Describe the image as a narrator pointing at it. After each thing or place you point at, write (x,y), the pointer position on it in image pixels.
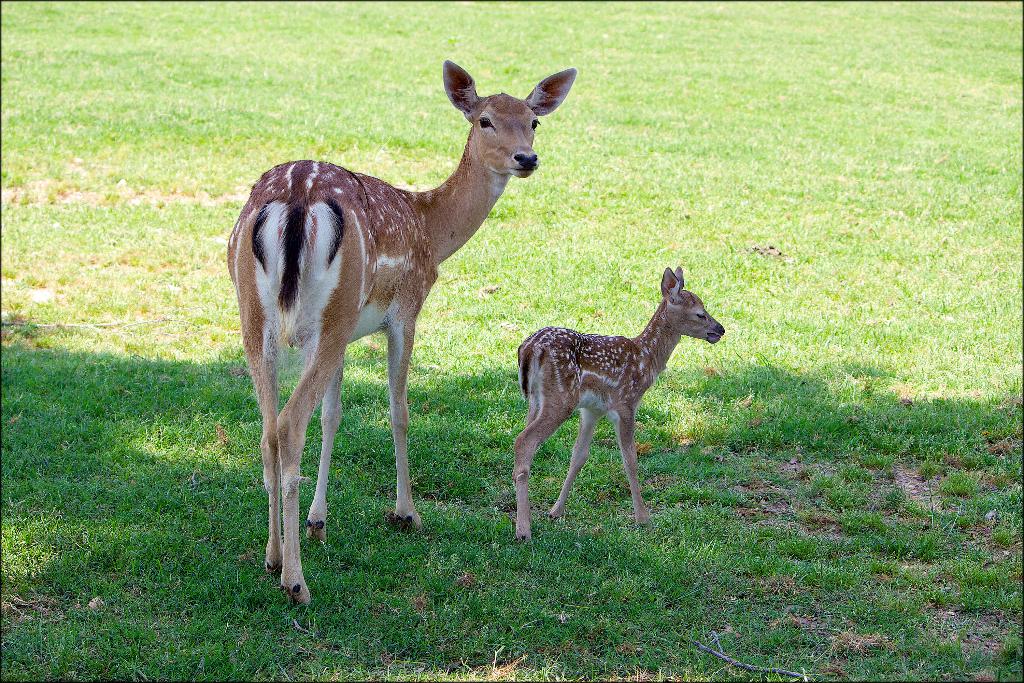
In this picture we can see two deer (404,312) on the ground (541,323) and in the background (541,323) we can see the grass (483,412).
